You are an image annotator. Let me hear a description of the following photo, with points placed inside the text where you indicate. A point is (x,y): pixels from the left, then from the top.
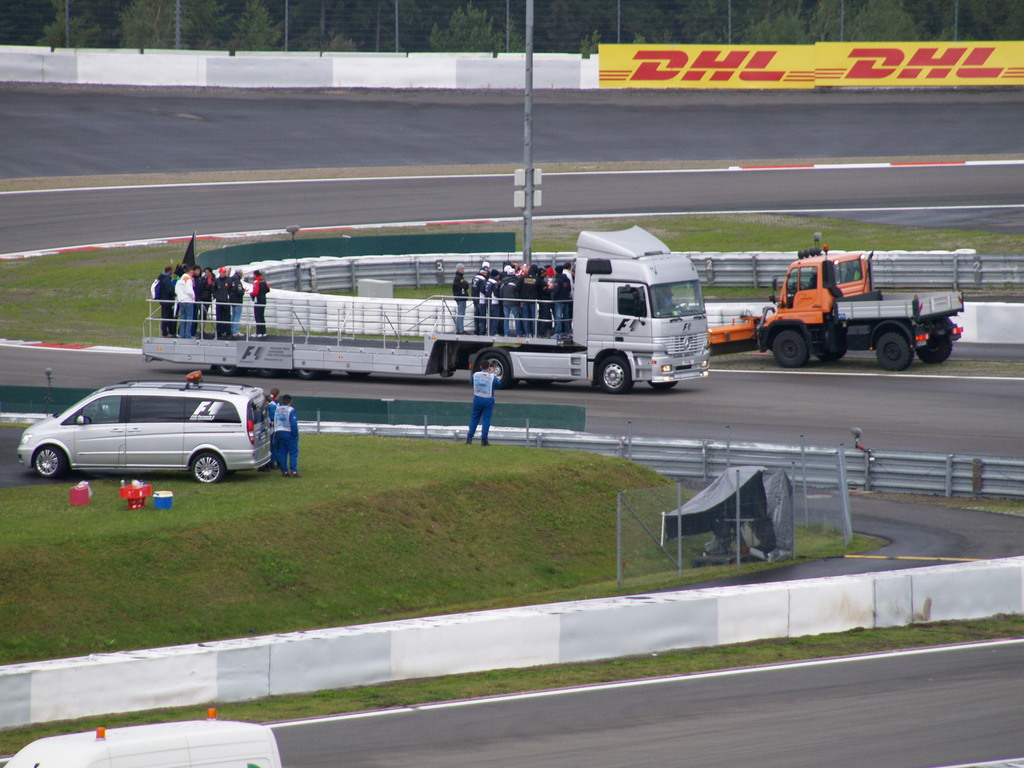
In this image there are vehicles (618,351) on the road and there are people (542,330). At the bottom (708,714) there is a road (802,729). In the background (549,47) there is a pole (527,156), fence (285,22) and trees (481,35).
